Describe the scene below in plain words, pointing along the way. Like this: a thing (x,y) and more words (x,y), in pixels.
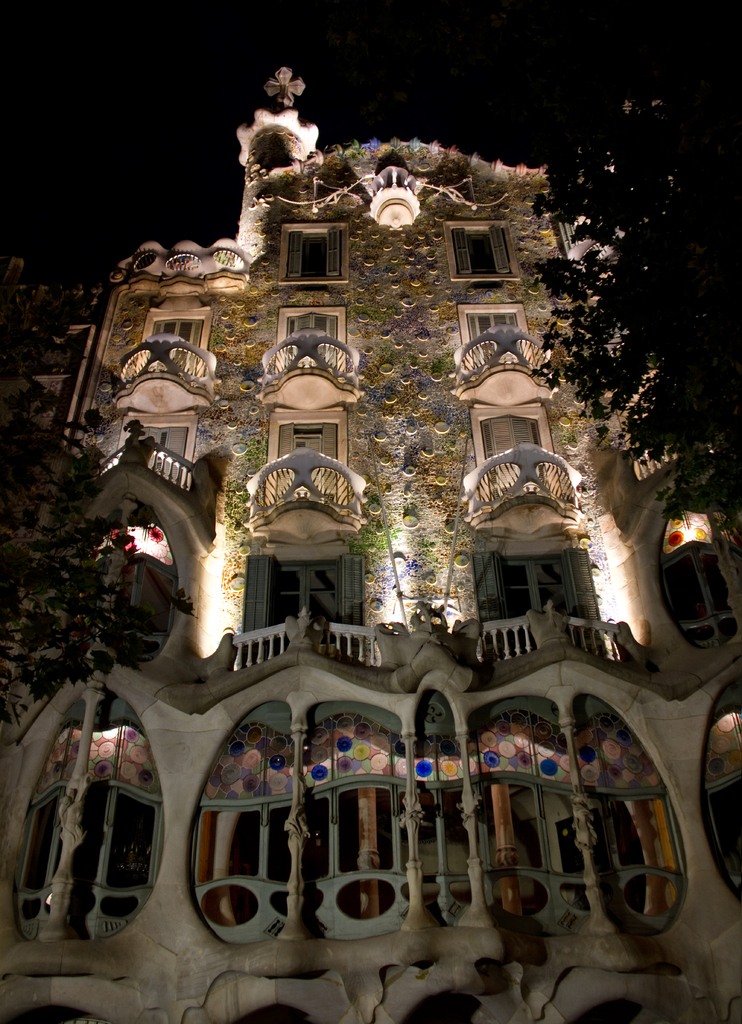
In this image, we can see a building (254,501) and there are some windows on the building (505,336), we can see the tree (705,167).
